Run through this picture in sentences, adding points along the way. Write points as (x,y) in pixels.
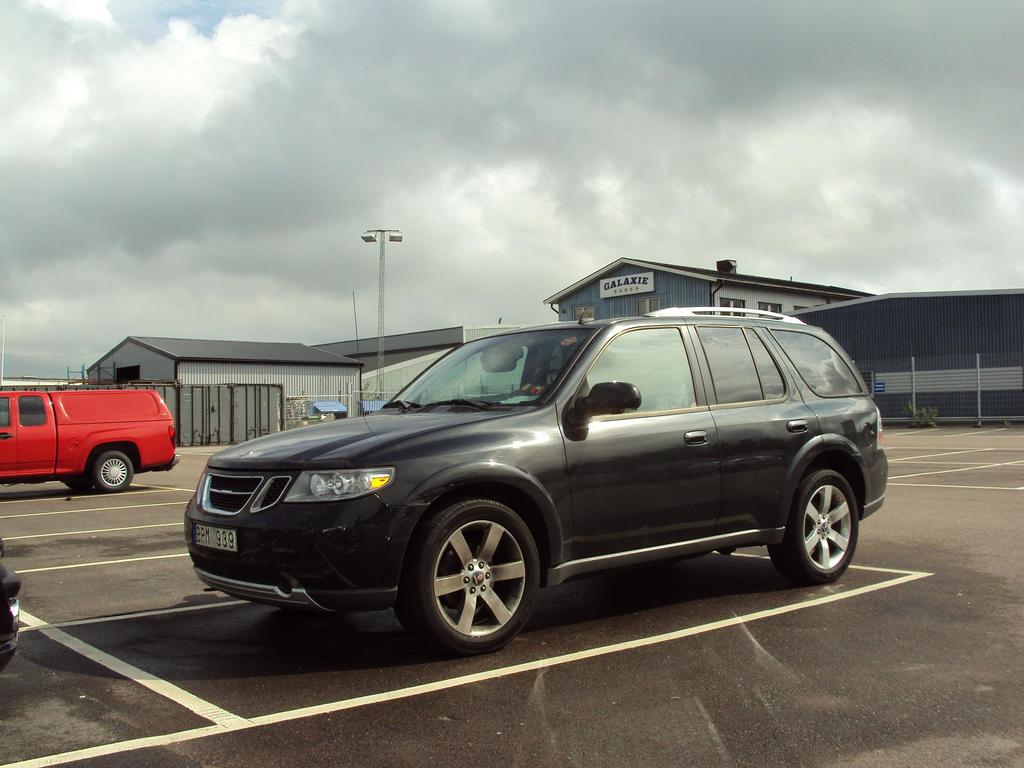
In this image I can see a car (592,429) which is black in color on the ground (735,659). In the background (174,449) I can see another vehicle (122,449) which is red in color, few buildings (237,352), the metal fencing (930,376), a pole (383,368) and the sky (529,154).
